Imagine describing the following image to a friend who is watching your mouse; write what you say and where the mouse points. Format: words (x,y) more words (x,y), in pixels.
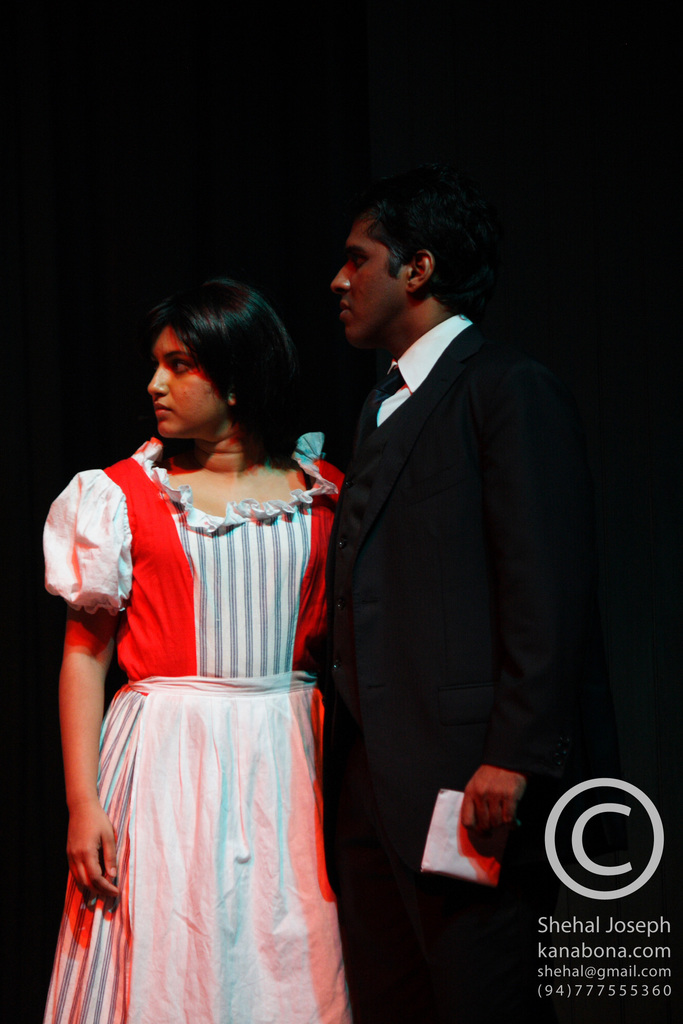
In this image there is a couple (253,509) standing and the person (476,765) holding a paper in his hand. The background (619,437) is dark.
